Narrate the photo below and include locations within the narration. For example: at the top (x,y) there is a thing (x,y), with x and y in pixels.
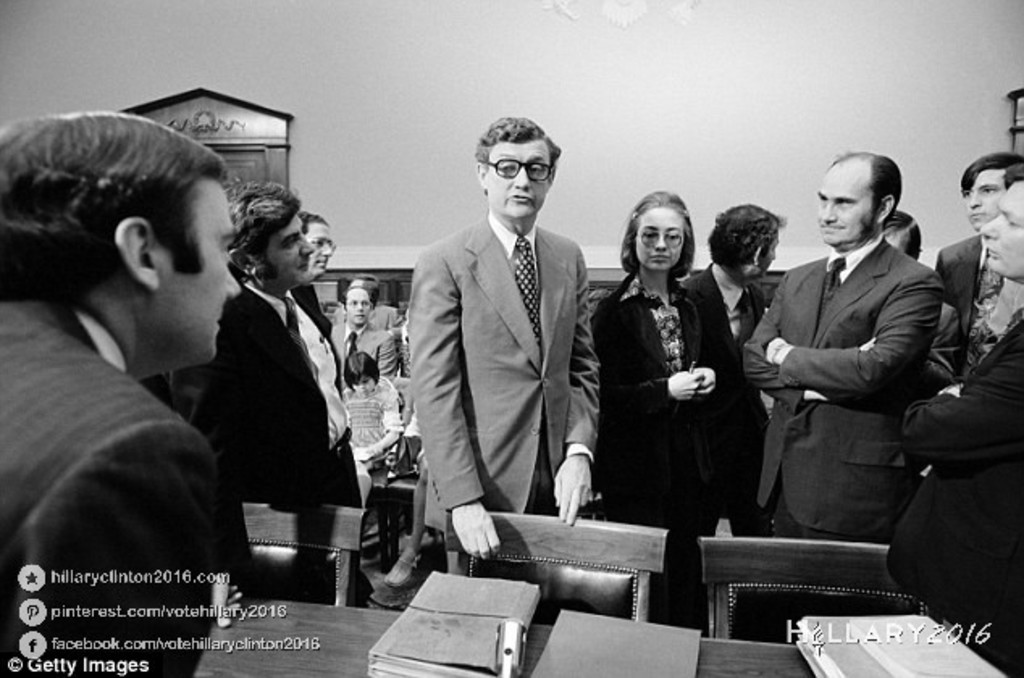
In this picture I can see few people (707,359) standing and I can see books (662,666) on the table (328,629) and I can see text (138,644) at the bottom left (116,624) and bottom right corners of the picture.
